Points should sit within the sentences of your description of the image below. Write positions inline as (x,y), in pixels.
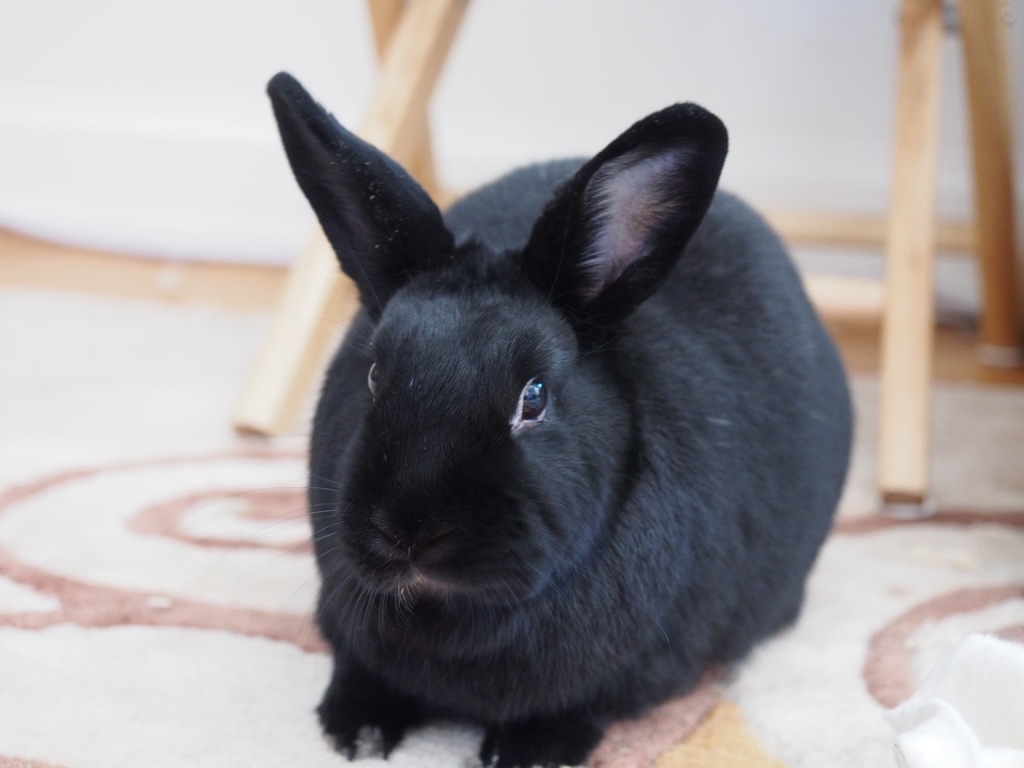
In the foreground of this image (641,517), there is a black rabbit (641,517) on the floor mat (181,665). In the background (414,107), it seems like there is a table (933,214) and a white object (145,60).
